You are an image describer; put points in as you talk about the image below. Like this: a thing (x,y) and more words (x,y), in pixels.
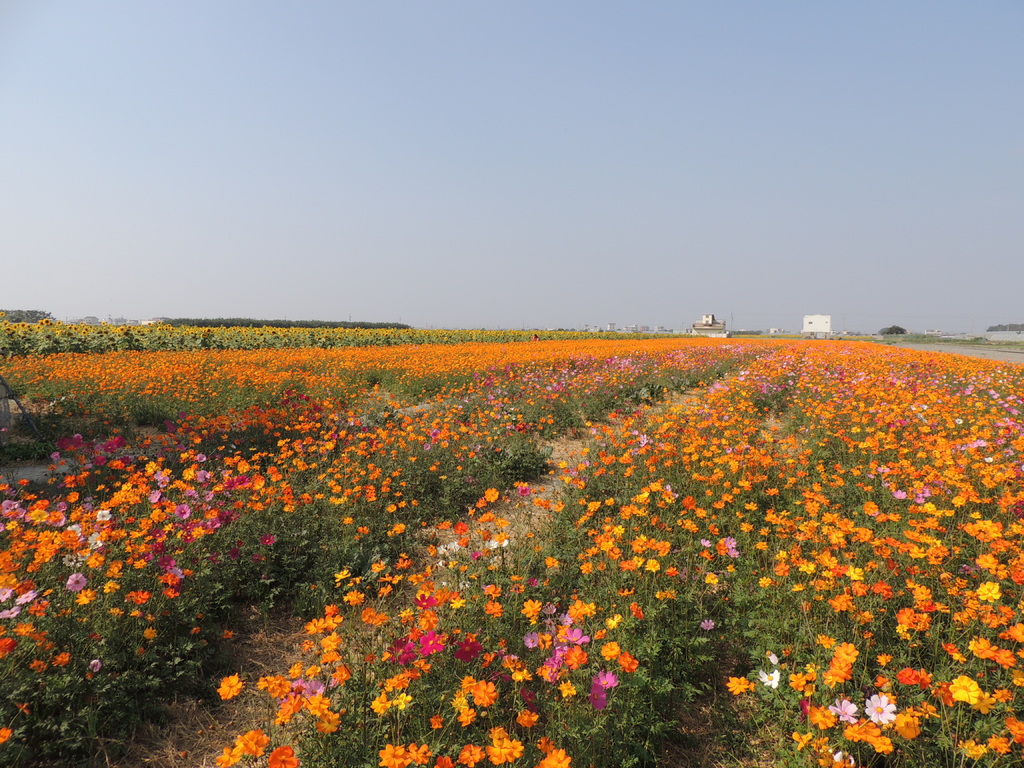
In the middle of the image (366,326) we can see some flowers (511,738) and plants (992,721). Behind them there are some buildings (724,333). At the top of the image (327,24) there is sky (327,86).
